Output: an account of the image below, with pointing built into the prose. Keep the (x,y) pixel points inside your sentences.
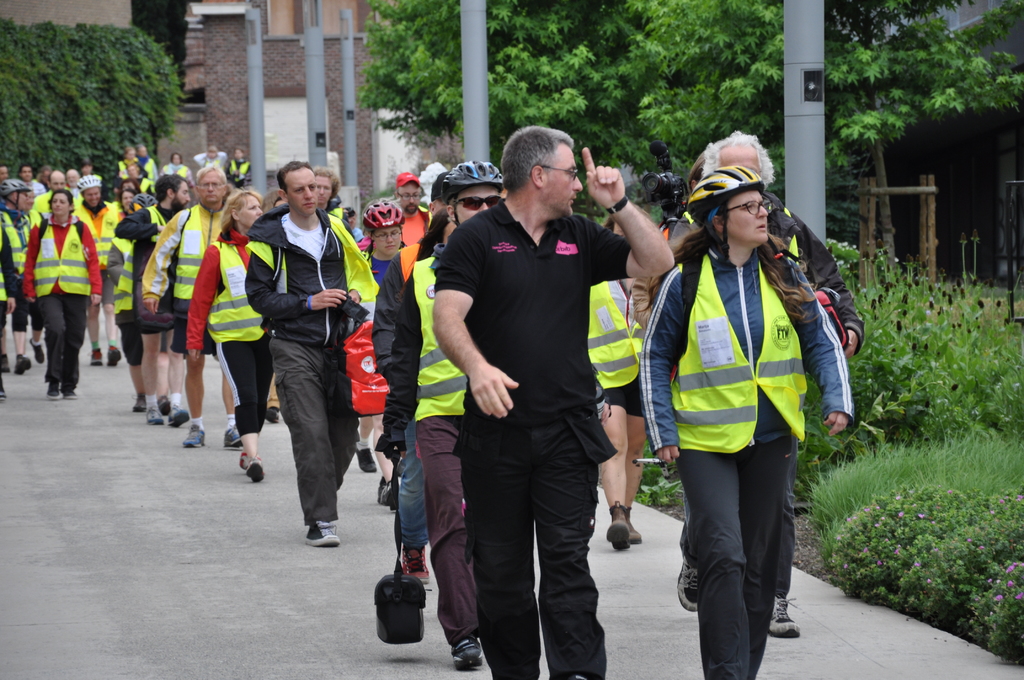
In this image people (583,366) are walking on a path (675,613), on the right side (949,483) there plants (884,359), trees (857,90), poles (308,110), in the background (229,34) there is a building (228,74) and a plant (127,101).
